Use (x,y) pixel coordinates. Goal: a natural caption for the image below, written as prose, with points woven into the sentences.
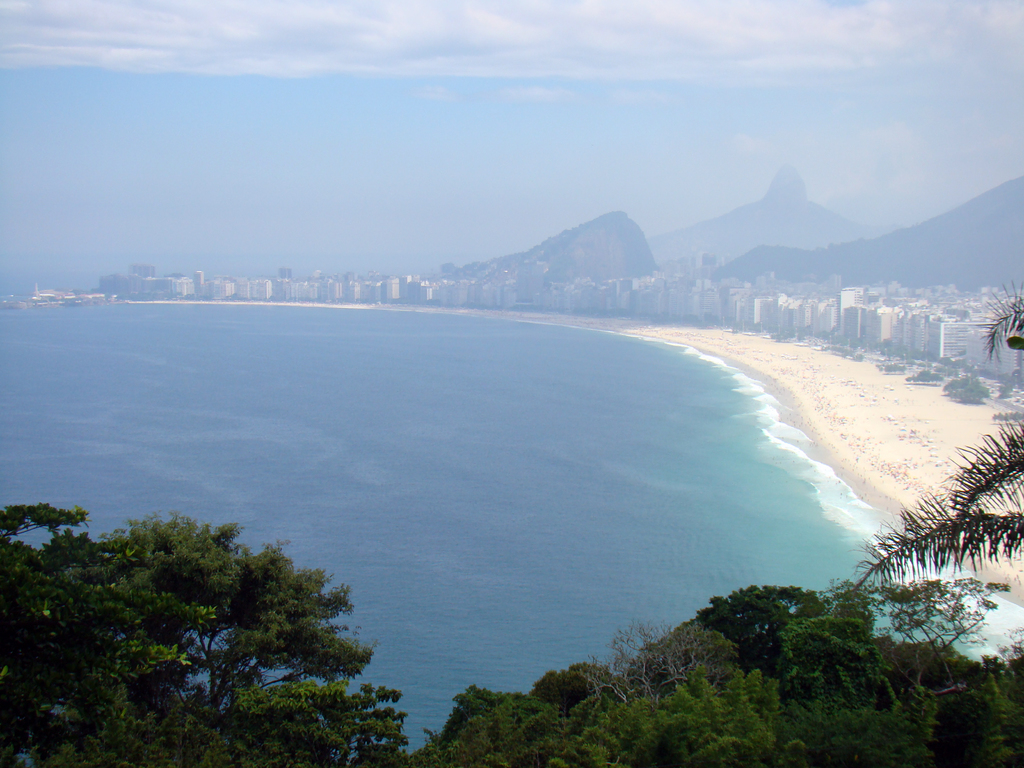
In this image we can see there are some trees (524,698), plants (550,695), buildings (934,300), water (649,477) and mountains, in the background (627,192) we can see the sky (551,38) with clouds (719,78).
